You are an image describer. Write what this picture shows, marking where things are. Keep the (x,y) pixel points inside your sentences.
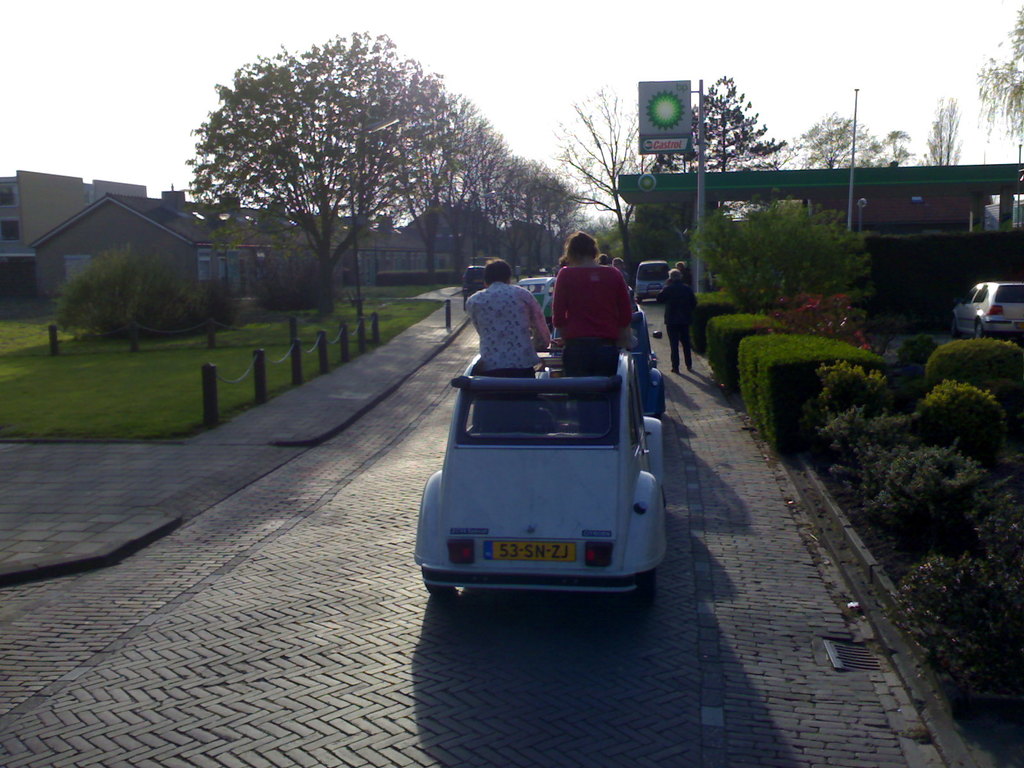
In this image there is the sky (545,12) towards the top of the image (407,25), there are houses (233,254) towards the left of the image (85,216), there is a building (932,182) towards the right of the image (820,196), there are poles (696,213), there is a board (677,104), there is text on the board (663,106), there is grass (131,380) towards the left of the image (125,355), there are plants (903,413) towards the right of the image (906,478), there is ground (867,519) towards the bottom of the image (749,524), there are cars (541,391), there are persons (558,325) in the cars (544,308), there is a man (688,287) standing, there is a car (975,291) towards the right of the image (979,314).
